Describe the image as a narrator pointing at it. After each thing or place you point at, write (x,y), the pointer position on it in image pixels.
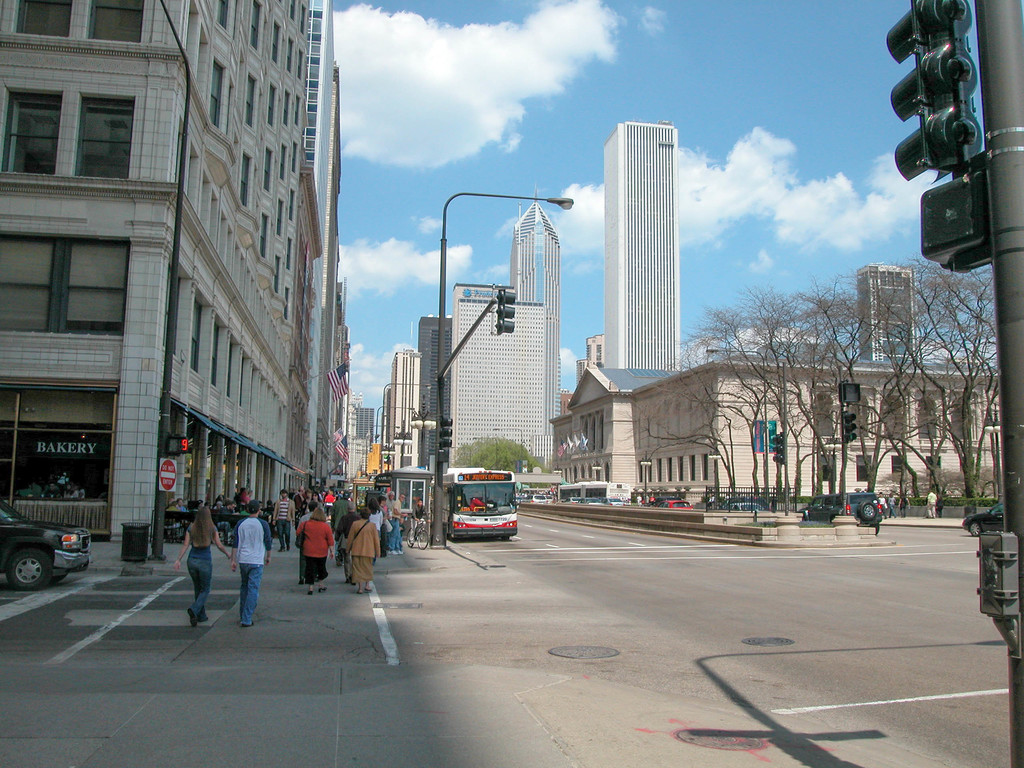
In this image many people (287,540) are walking together, In this image we can see a skyscrapers (502,363) and a streetlights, A bus (496,489) is standing and a group of trees (879,399) beside a road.
